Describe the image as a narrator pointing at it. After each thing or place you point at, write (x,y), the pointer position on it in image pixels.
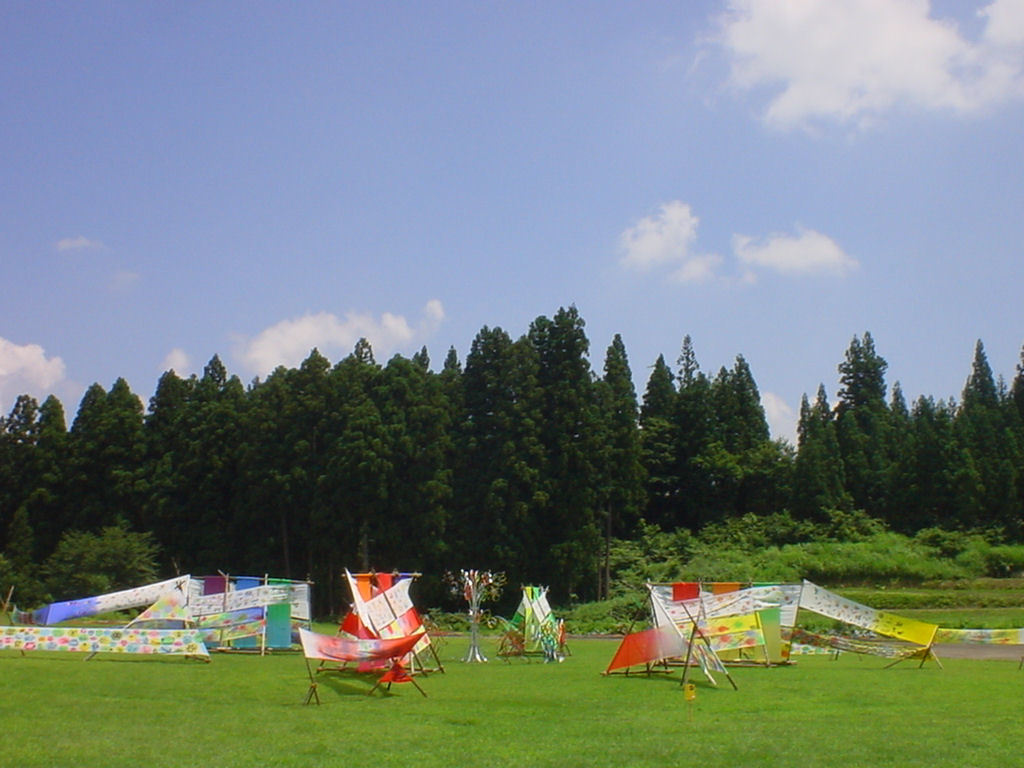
At the bottom of the image (90,730) there is grass (110,754). In the middle of the image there are some clothes (724,599). Behind the clothes (3,628) there are some trees (33,412). At the top of the image (536,252) there are some clouds (348,340) in the sky (35,53).
